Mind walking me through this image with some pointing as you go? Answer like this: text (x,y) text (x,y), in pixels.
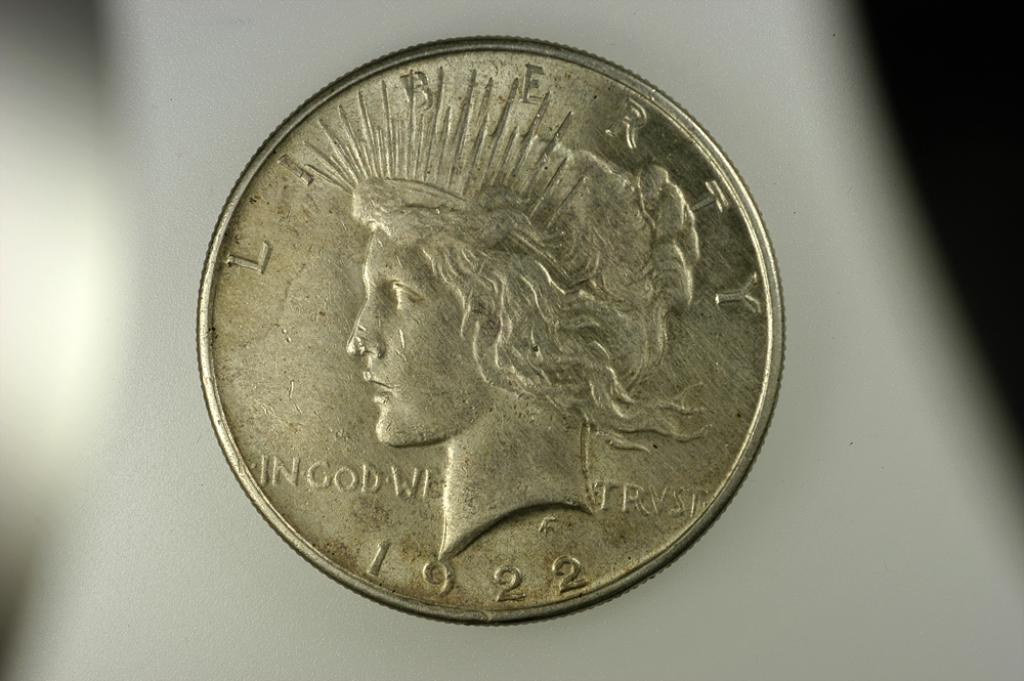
This is coin (488,340), this is a woman (470,342).
